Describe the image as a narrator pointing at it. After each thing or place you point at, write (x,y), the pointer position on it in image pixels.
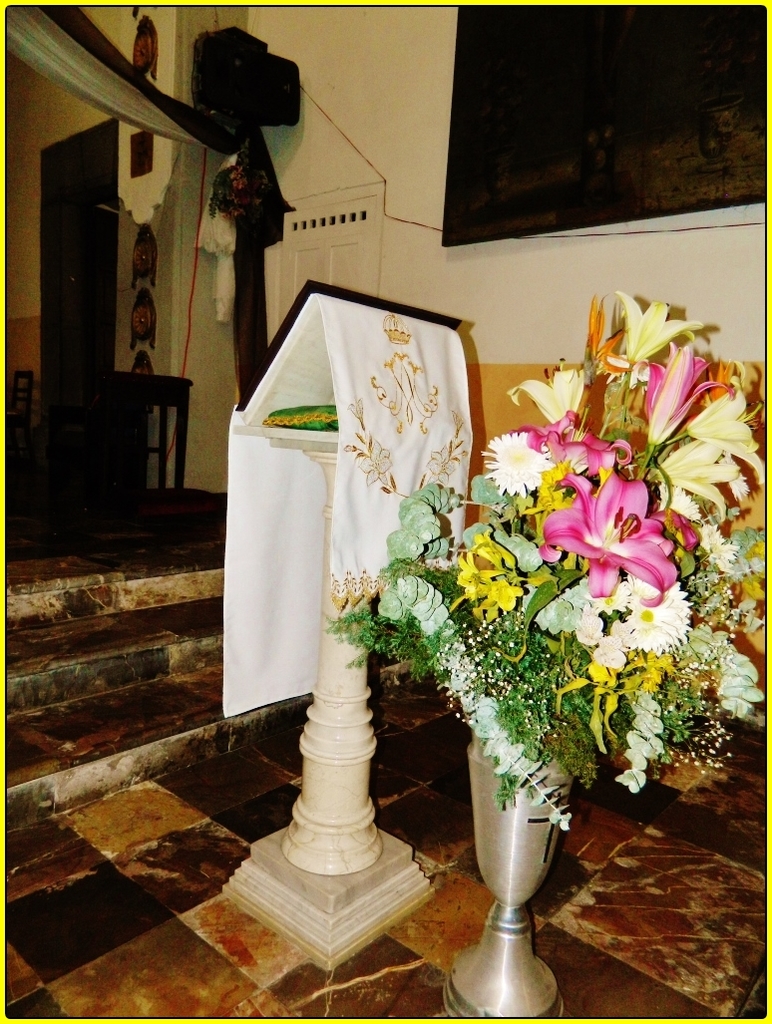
It looks like an edited image. I can see a flower vase (508,829) with a bunch of colorful flowers (534,614). This looks like a stand (326,452) with a board (352,301) and a cloth (372,398) on it. These are the stairs (130,735). At the top of the image (140,110), I can see a cloth (63,56) hanging. In the background (84,386), I can see a stool (160,458), doors (78,372) and few other objects (198,222). At the top right side of the image (597,215), that looks like a frame (528,117), which is attached to a wall (431,81).
